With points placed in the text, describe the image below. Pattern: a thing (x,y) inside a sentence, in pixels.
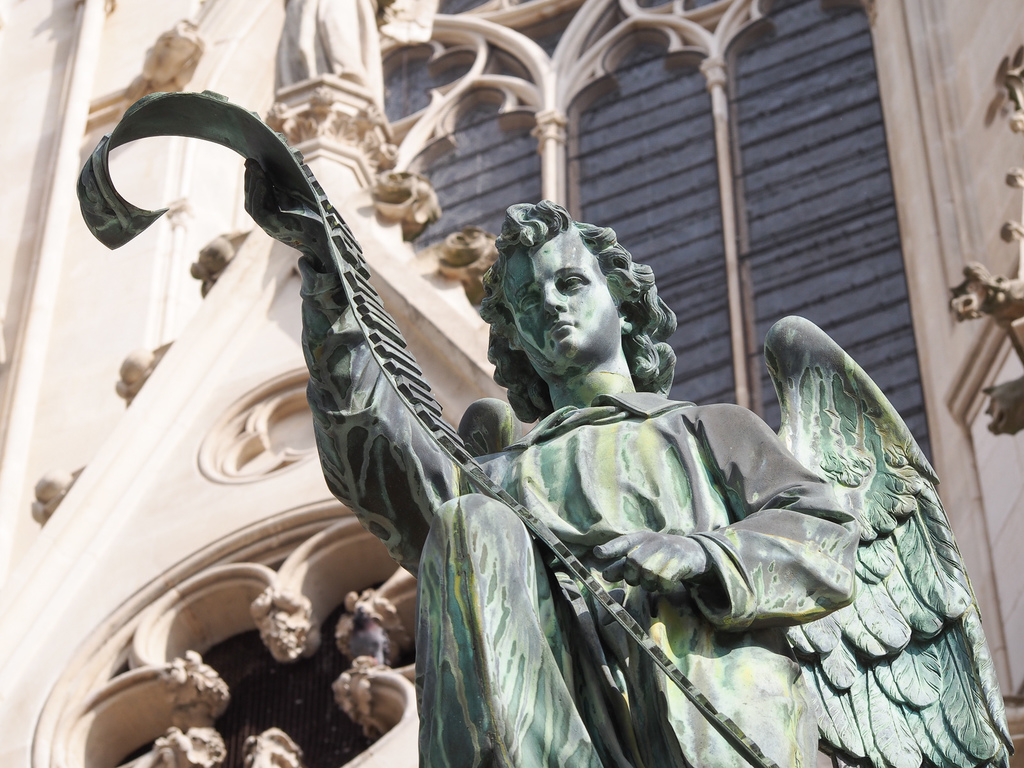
In the picture I can see sculpture (593,498) of a person (514,490). In the background (499,197) I can see a building (473,283) which has art designs (272,383) on it.
